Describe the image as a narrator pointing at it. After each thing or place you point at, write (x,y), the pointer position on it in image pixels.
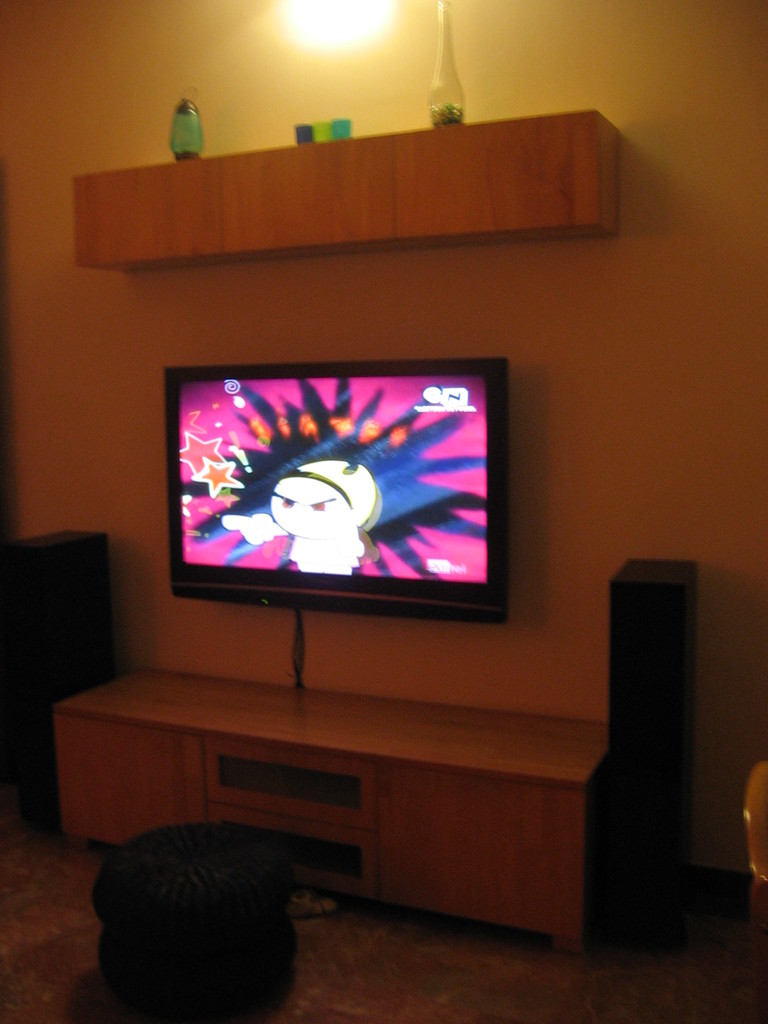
In this image there is a stool (221,847), cupboard (363,822), speakers (619,669), television (294,510) attached to the wall (734,456), rack (173,190) with objects (314,129) on it is fixed to the wall (735,201).
